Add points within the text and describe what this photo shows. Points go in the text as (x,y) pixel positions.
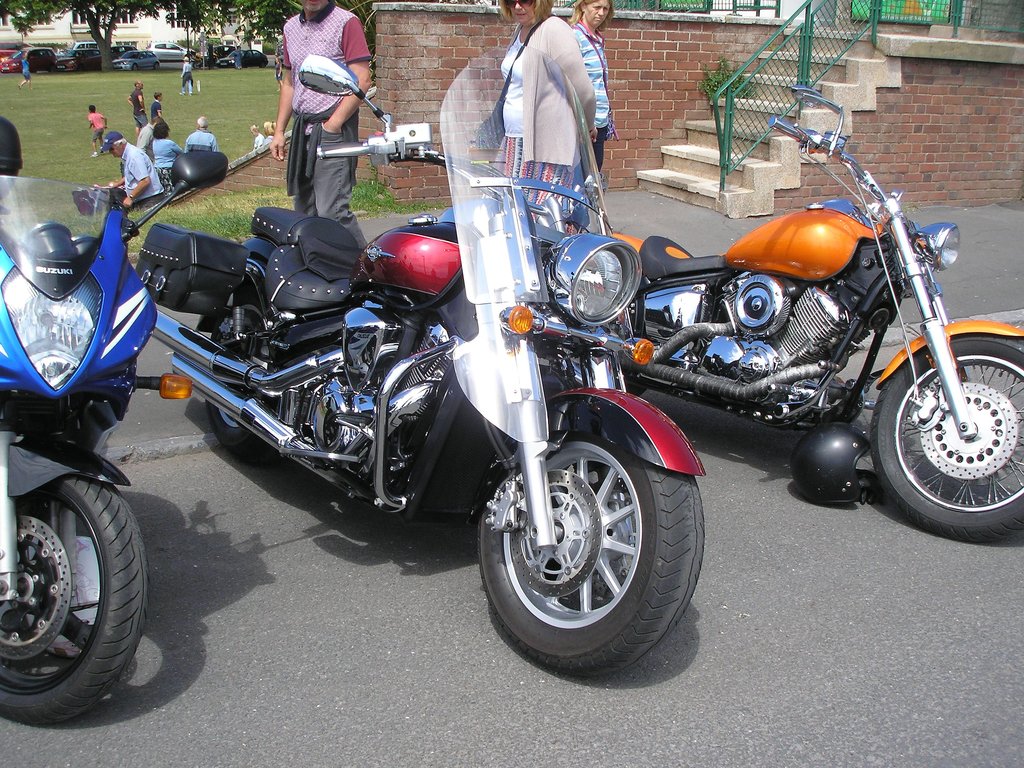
In this image we can see three bikes (802,388), behind two women (534,63) and one man (328,46) is standing. Right side of the image (809,65) railing (799,69) and stairs (744,98) are there. Background of the image (59,104) grassy land (101,105), cars (182,57) and trees (112,15) are present. On the land (164,79) people (173,142) are sitting.
